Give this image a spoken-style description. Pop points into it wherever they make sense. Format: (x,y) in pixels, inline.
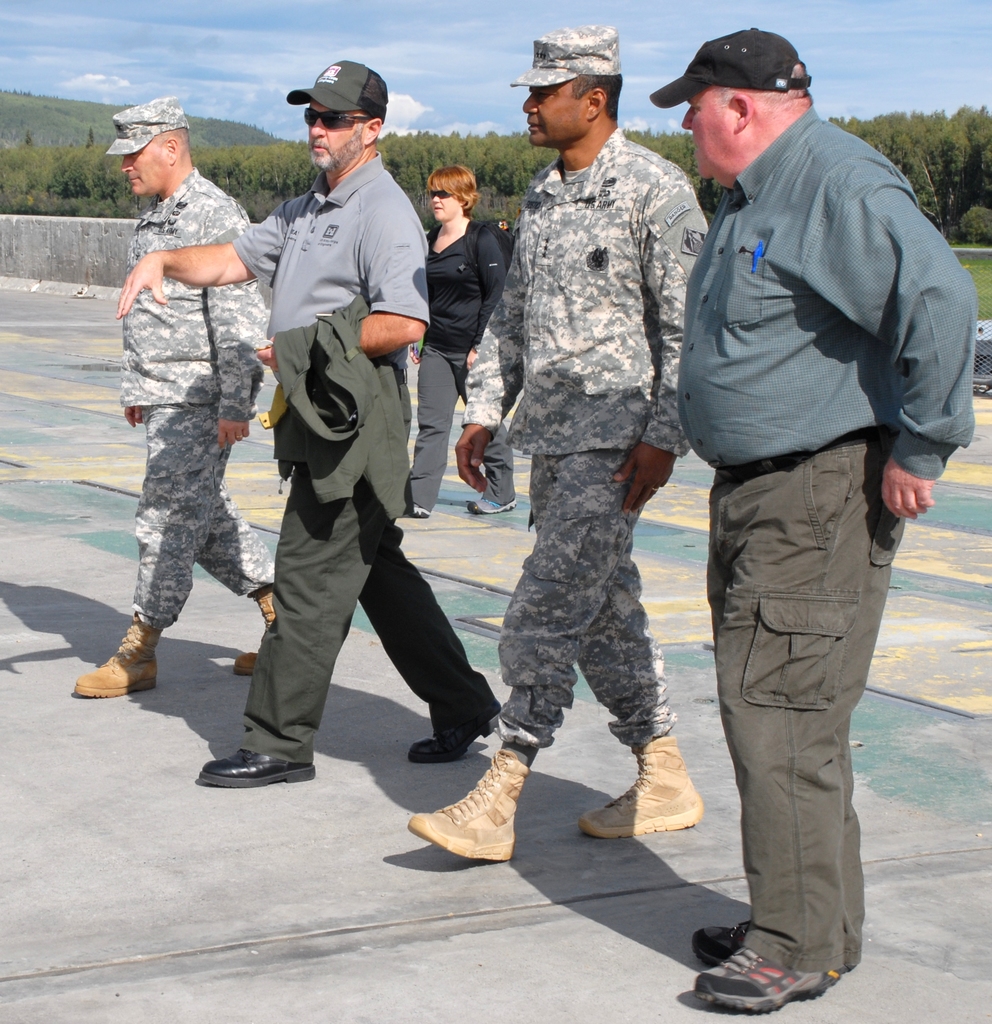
In this image I can see group of people (413,480) are walking among them some are wearing uniforms (578,348) and caps (346,67). In the background (228,156) I can see trees (408,144) and the sky (373,51).
